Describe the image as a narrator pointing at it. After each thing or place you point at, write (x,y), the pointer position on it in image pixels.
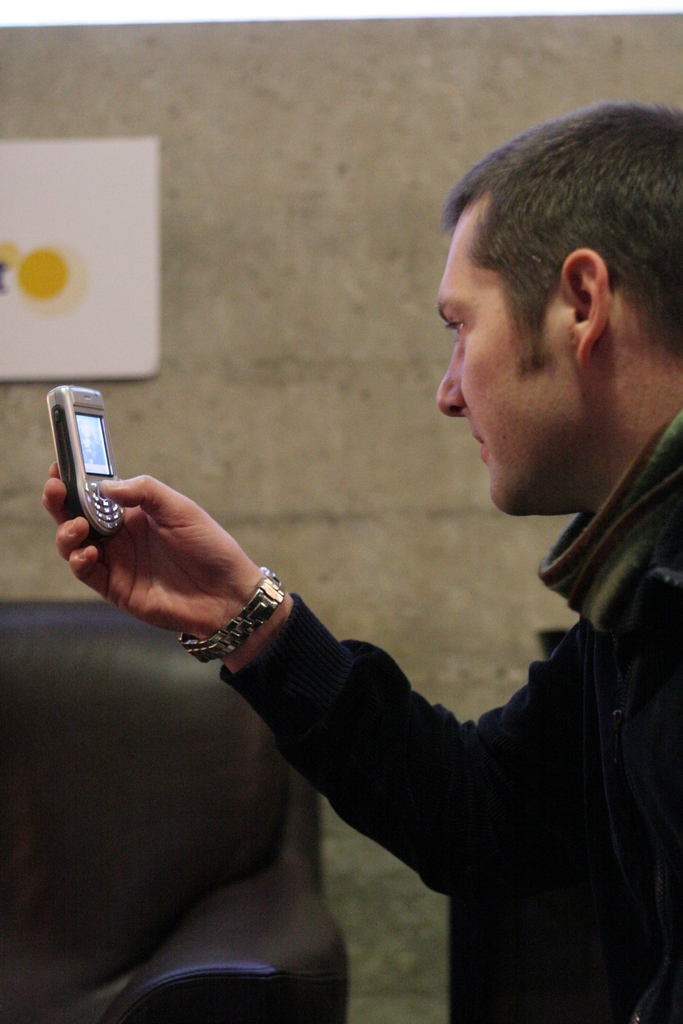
In the image, on right side (535,740) there is a man (557,473) wearing a watch (239,641) and holding his mobile (101,499). On left side (42,737) there is a couch (152,735) in background (257,448) there is a wall (257,361) and a board (65,219).
